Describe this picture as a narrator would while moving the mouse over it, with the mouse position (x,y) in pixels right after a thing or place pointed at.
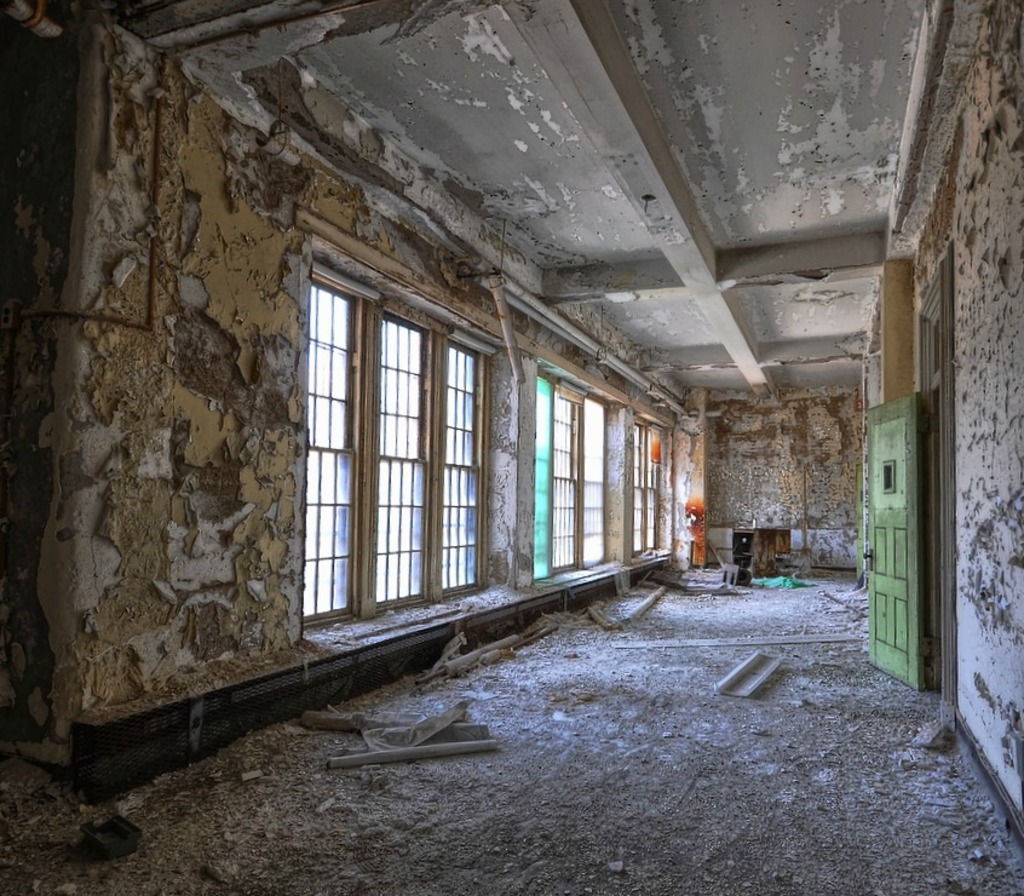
This is a picture of an old building (519,473). In the background (498,460) there are windows (456,492) and wall (955,346). On the right (894,523) there is a door (887,620). On the floor (752,823) there is debris (564,637). At the top (685,261) it is ceiling (632,187).
